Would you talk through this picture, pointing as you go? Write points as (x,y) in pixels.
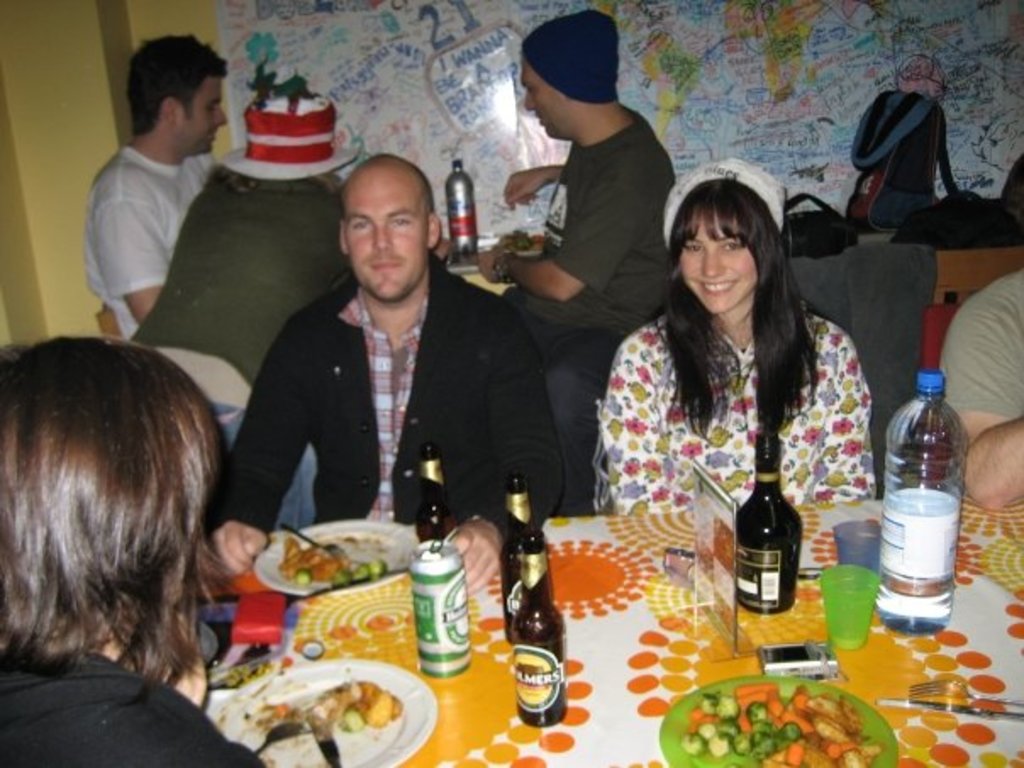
In this image i can see a group of people (619,438) are sitting on a chair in front of a table (618,627). On the table (560,580) i can see a couple of bottles (524,662) and other objects (462,653) on it.
